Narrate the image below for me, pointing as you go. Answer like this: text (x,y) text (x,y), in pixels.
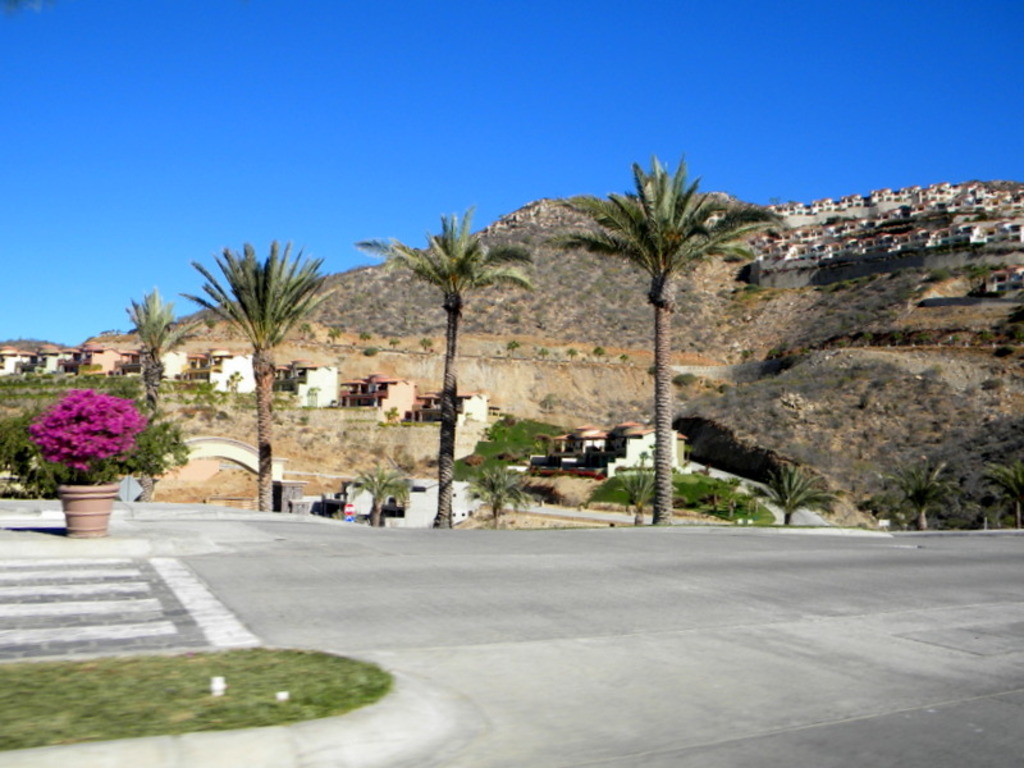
In this image we can see road (625,624). On the ground (237,691) there is grass (128,693). On the left side (91,527) we can see pot (94,510) with flowering plant (74,453). In the background (390,396) we can see trees (662,265), buildings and hill (638,317). Also there is sky (365,136).
